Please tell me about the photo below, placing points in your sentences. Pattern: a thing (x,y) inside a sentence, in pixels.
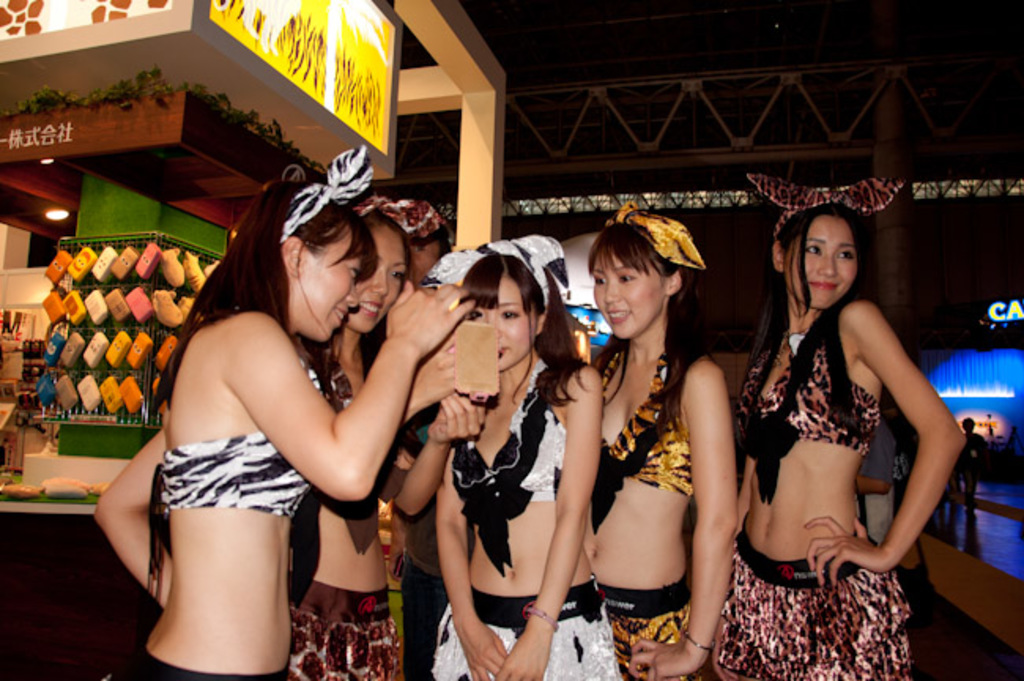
In this image I can see a group of women (890,564) are standing on the floor (950,633). In the background (109,198) I can see a wall (110,184), houseplants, pillars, lights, hangers (151,285), metal rods (758,117) and a curtain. This image is taken during night.
